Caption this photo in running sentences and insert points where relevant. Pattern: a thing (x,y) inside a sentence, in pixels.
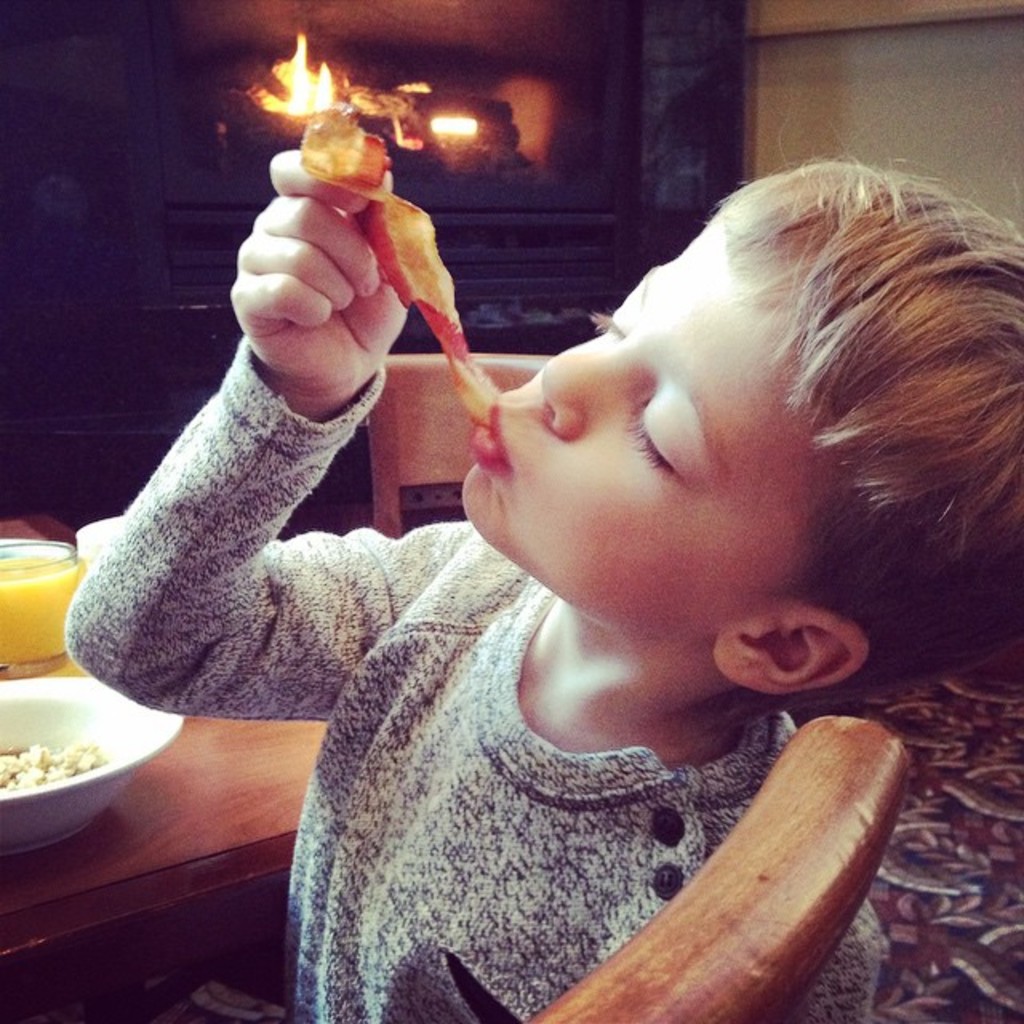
In this picture I can observe a boy (736,662) eating some food (429,317). There is a table (252,800) on the left side (246,765). I can observe two chairs (439,465). In the background (954,123) there is a wall (837,77).
